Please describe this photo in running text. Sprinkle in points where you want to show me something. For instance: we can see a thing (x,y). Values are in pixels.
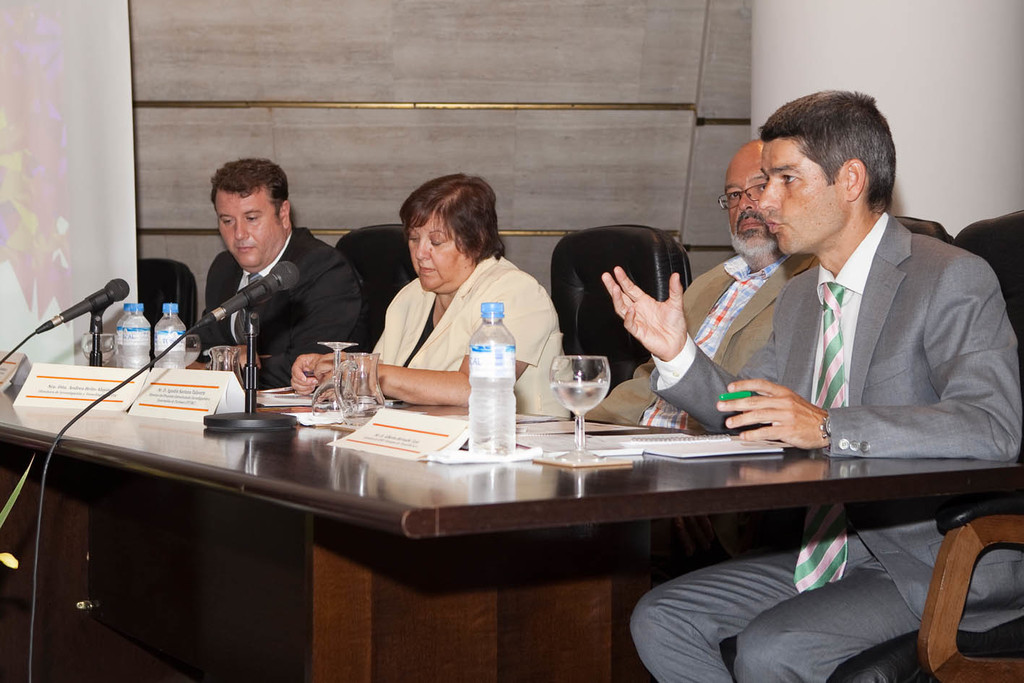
It is a conference room (471,378), there are four people (740,379) sitting in front of the table (701,482), on the table (704,498) there are some glasses (339,377), bottle (472,384), mic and other papers (393,411), beside the table (408,470) there is a projector (43,133), to the right side (729,86) there is a wall (610,87).
